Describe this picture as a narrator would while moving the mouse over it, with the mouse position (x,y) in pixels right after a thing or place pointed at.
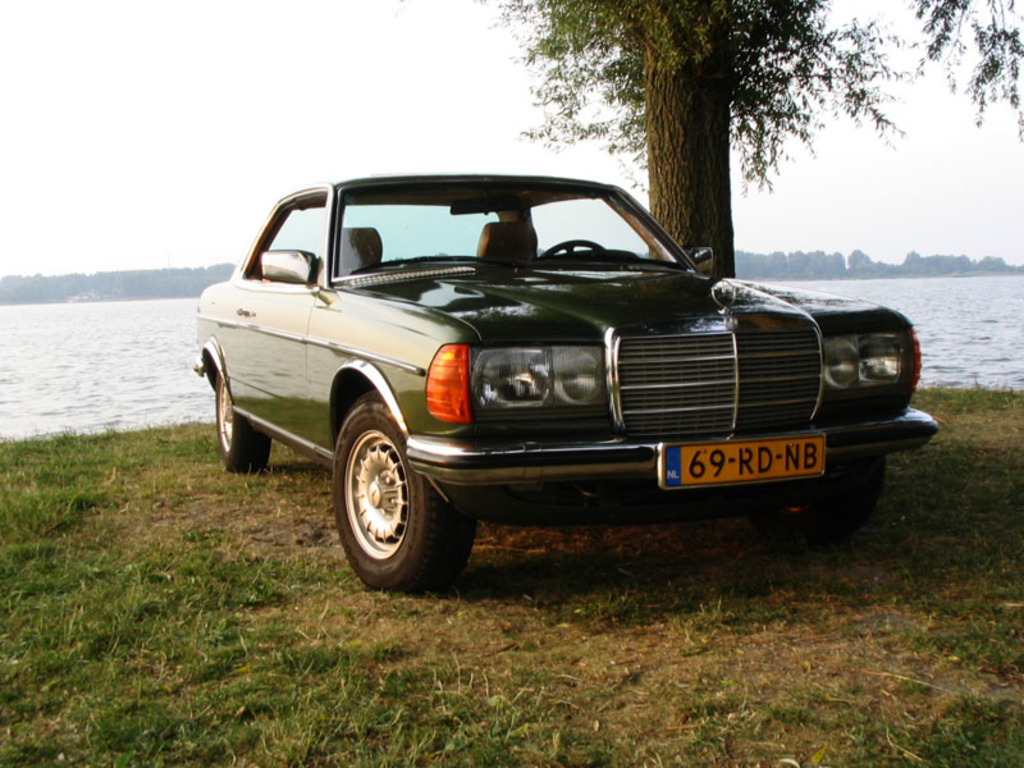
In the front of the image (241,441) there is a vehicle (643,267), tree (713,25) and grass (141,561). In the background (998,284) there are trees (16,284), water (156,351) and sky (337,110).
